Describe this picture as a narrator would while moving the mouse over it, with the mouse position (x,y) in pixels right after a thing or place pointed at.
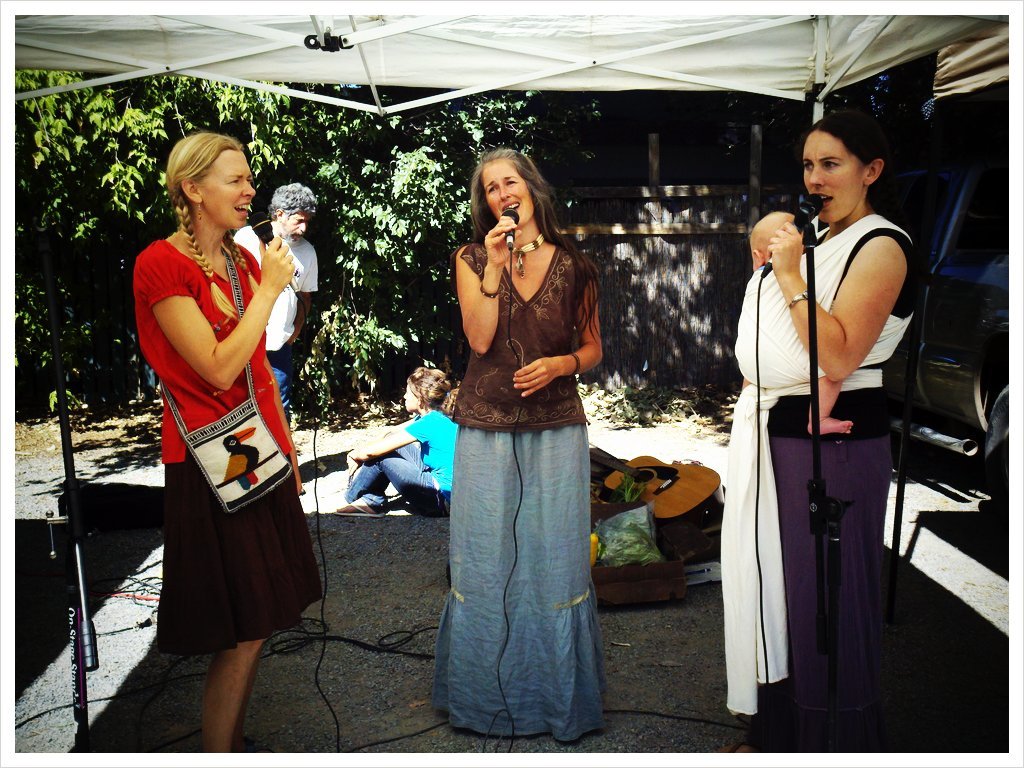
In this image there are persons (468,563), there are three persons (233,373) singing, there is a person (203,260) wearing a bag (241,451), there are three persons (266,247) holding microphone (273,228), there is a wire (512,723), there is a stand (81,630), there is a baby (825,410), there are objects (675,534) on the ground (705,460), there is a person (416,460) sitting, there is a person (284,206) standing, there are objects (951,355) truncated towards the right of the image (966,363), there are trees (221,117) truncated, there is a tent (722,44) truncated.
